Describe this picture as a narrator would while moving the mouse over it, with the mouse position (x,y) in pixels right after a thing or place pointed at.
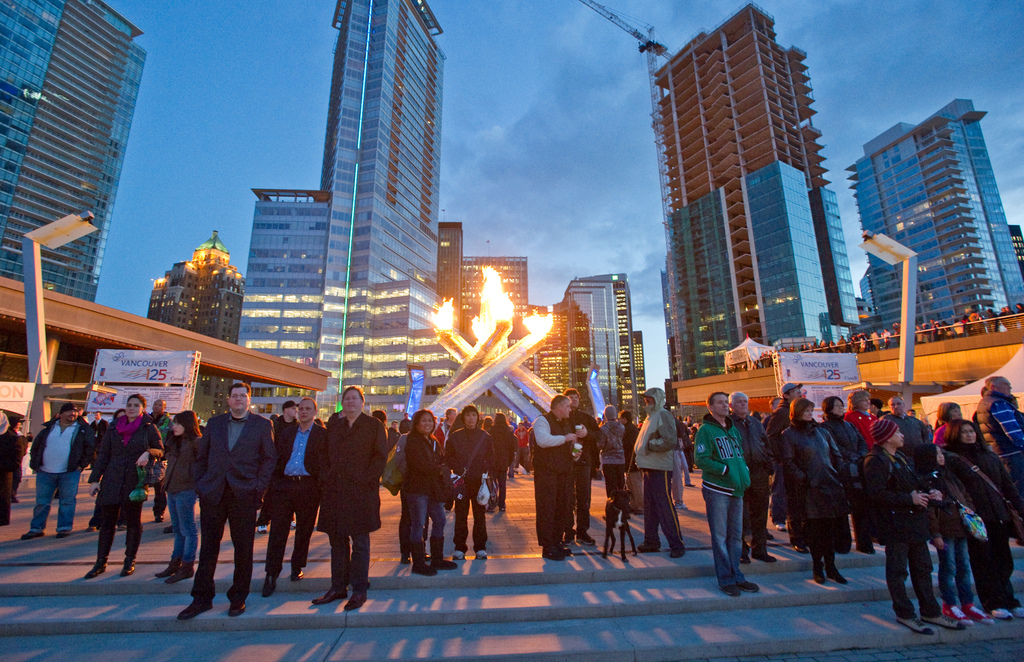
In this picture I can see number of people (488,470) who are standing and I can see the steps (404,637) in front (698,647). In the middle of this picture (532,384) I can see the fire (532,320) on few things (483,378), boards (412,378) on which there is something is written and 2 white poles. In the background (218,192) I can see the buildings (743,176) and the sky (545,86).
